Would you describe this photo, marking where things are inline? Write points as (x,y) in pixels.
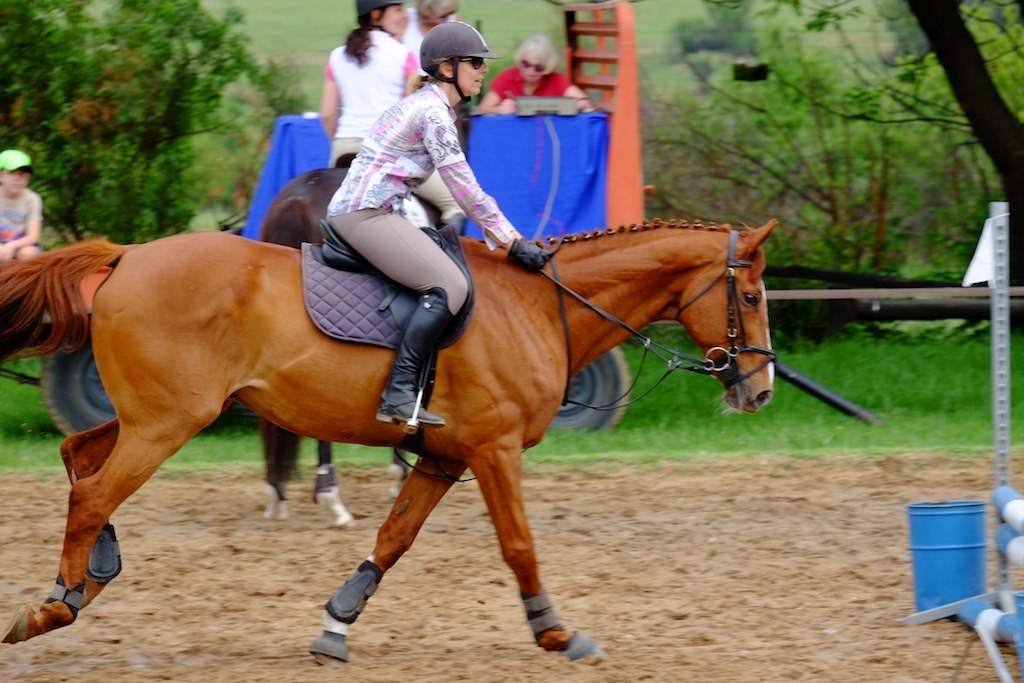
In this image I see a person (496,244) who is on the horse (38,272) and I can also see another person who is on the horse (269,243). In the background (960,423) I see a vehicle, 3 persons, grass (1015,375) and the trees (204,201).
